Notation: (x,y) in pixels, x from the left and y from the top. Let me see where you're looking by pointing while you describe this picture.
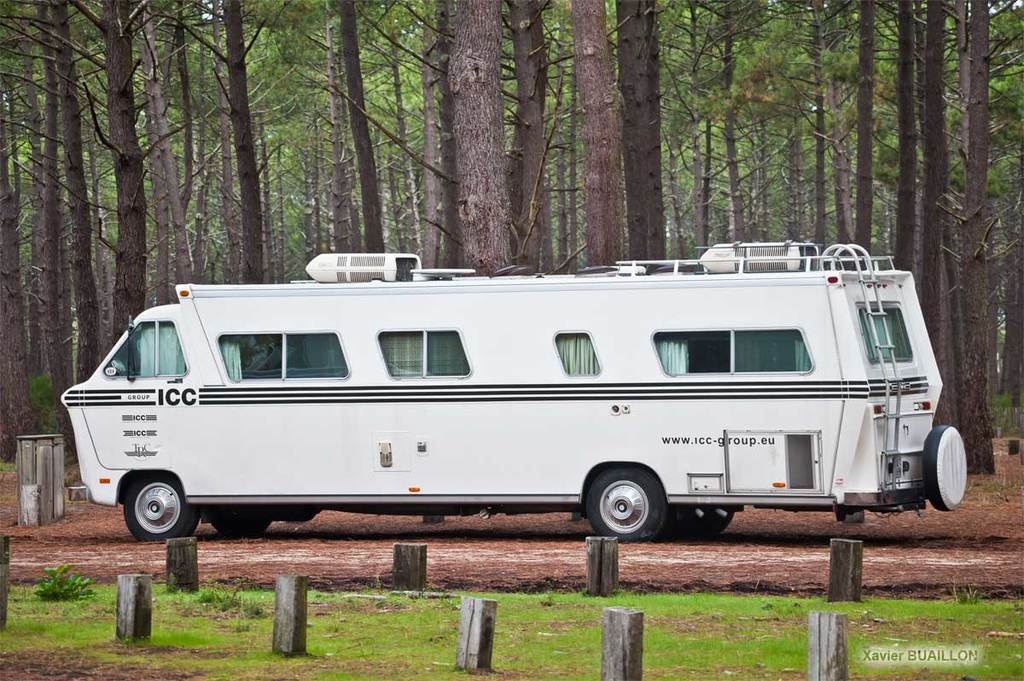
In this image I can see a vehicle (370,459) on the ground (361,557). At the bottom of the image (288,633) I can see the grass (337,649) and poles (475,623). In the background (622,119) there are many trees (241,180).
